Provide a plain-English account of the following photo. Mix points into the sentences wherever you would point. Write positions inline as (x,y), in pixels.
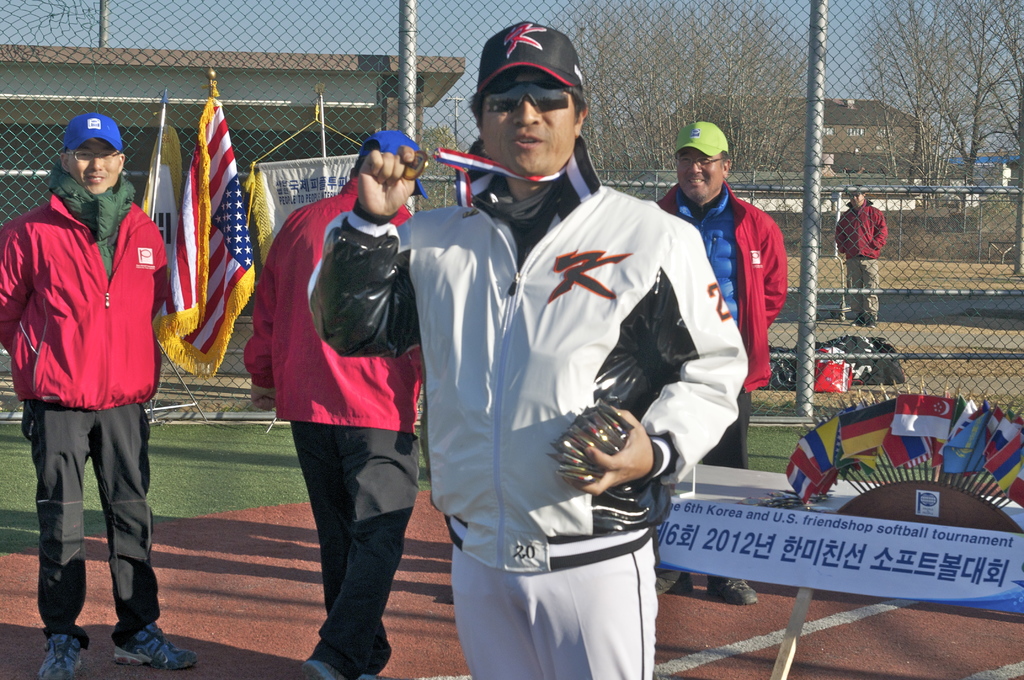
In this picture there are group of persons (301,327) standing and smiling. On the right side (857,547) there is a board (825,557) with some text (797,557) written on it and there are flags (974,456) and in the center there is metal fence (445,129) and behind the fence (259,140) there is a person (861,233) standing, on the ground (877,329) there are bags (838,359) and there are dry trees (973,139) in the background (886,139) and there are buildings (284,86). In the front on the ground (217,482) there is soil (199,520).
